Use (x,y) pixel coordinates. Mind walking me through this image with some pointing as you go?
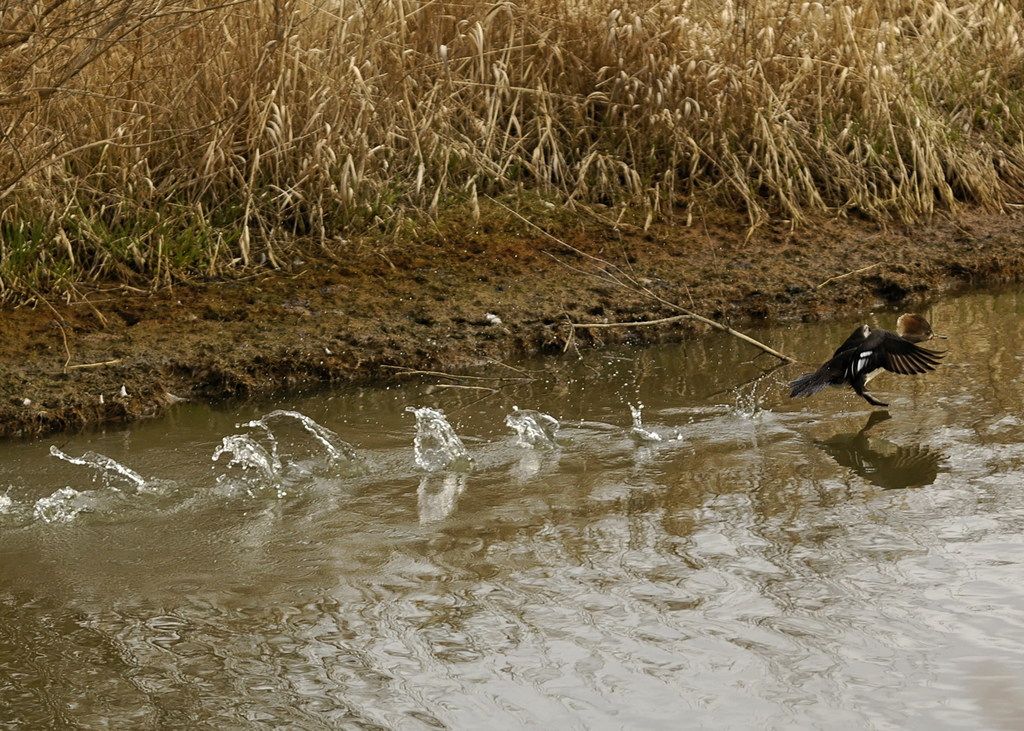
In this picture, there is a lake (513,500). On the lake (875,415) there is a bird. On the top (450,67), there is dried grass (550,2).
